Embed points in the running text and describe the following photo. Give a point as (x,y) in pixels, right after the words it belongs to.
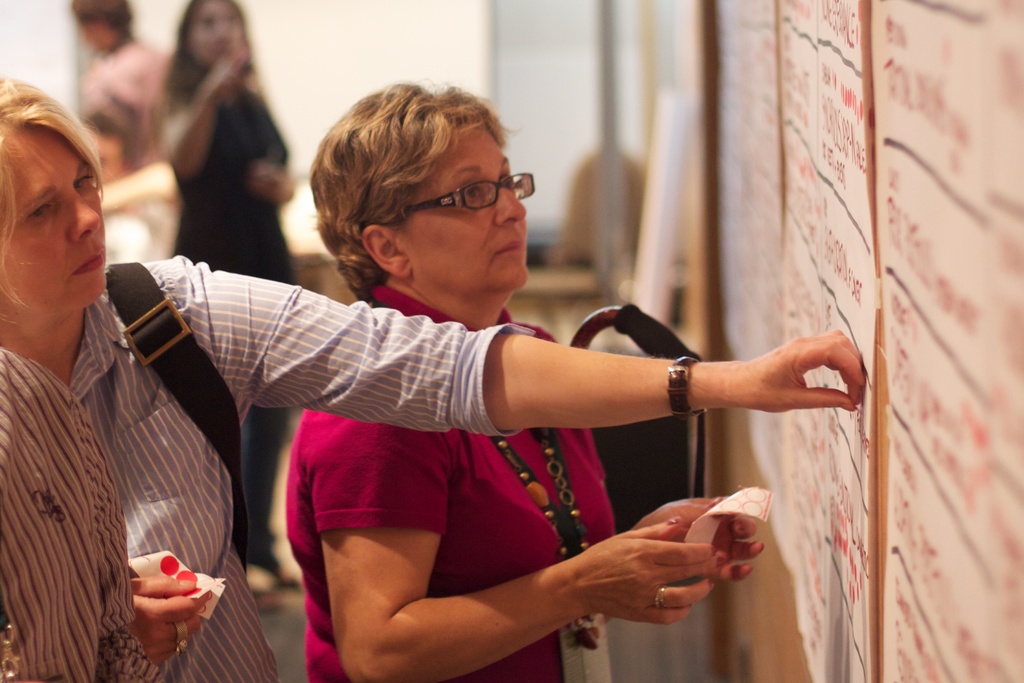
In this image I can see few persons (397,553) are standing and holding few papers (204,606) in their hands (608,547). In front of them I can see the wall (845,597) and to it I can see few papers (915,379) attached. I can see the blurry background (208,142) in which I can see few other persons (198,111) and the wall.
